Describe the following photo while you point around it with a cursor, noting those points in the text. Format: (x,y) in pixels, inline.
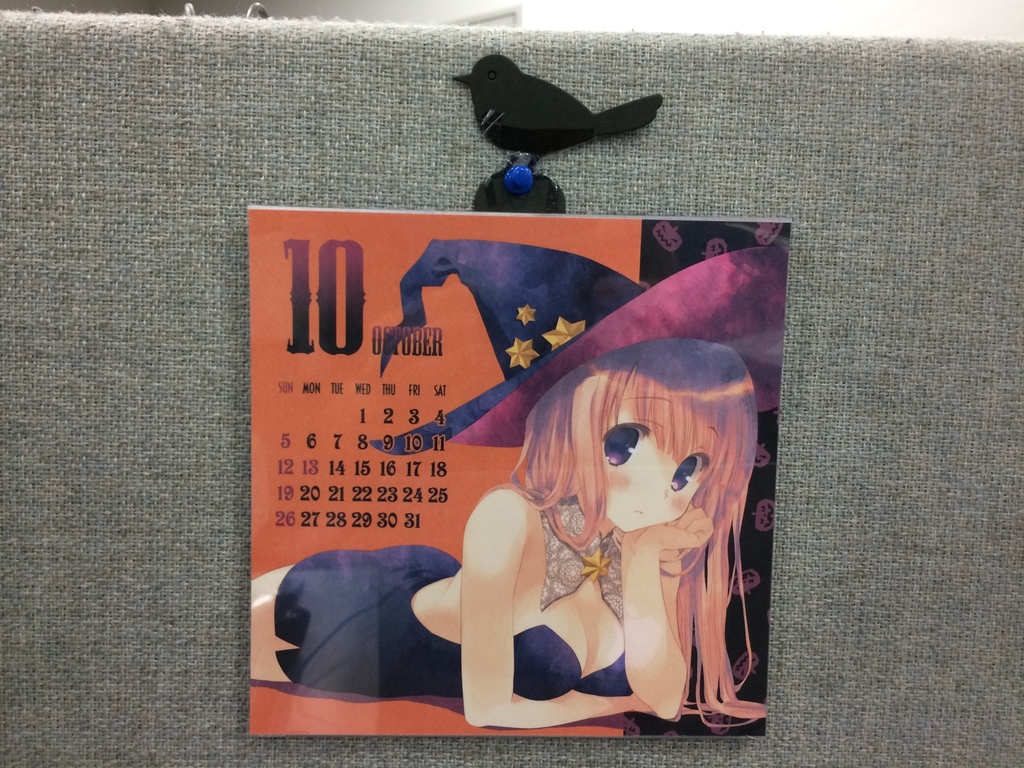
This picture is consists of anime witch calendar (384,268).
